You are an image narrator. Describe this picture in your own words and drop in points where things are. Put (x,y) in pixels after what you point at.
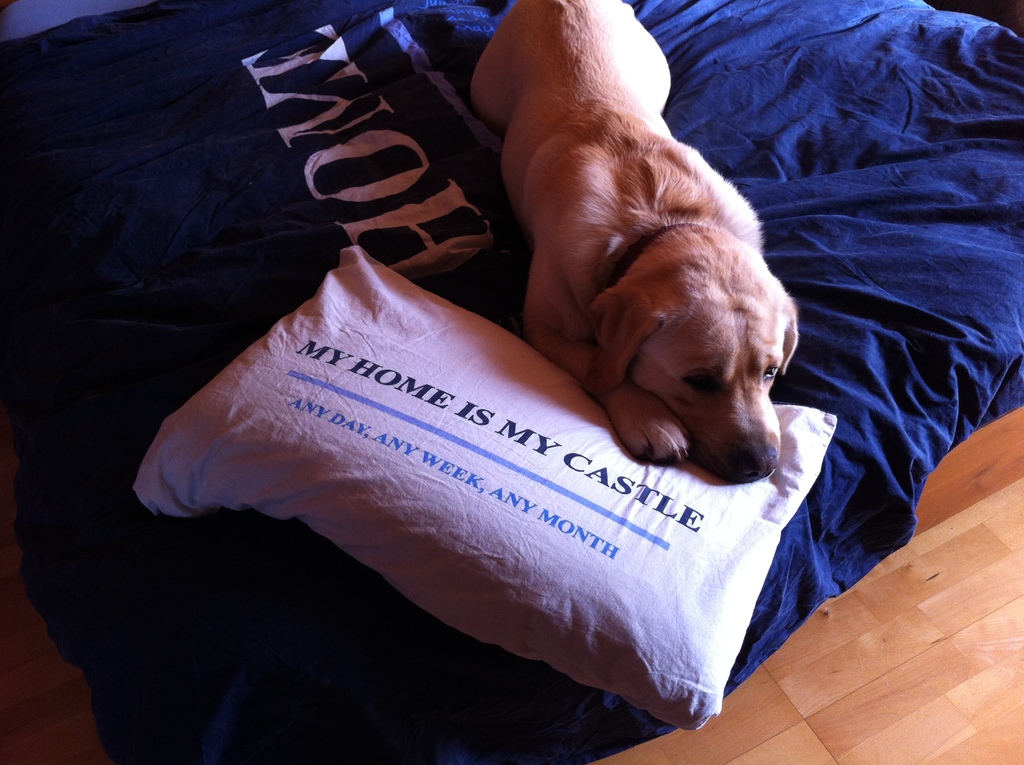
In this picture we can see bed (423,242), pillow (574,451) and dog (609,50). At the bottom (933,702) it is floor (962,627).
